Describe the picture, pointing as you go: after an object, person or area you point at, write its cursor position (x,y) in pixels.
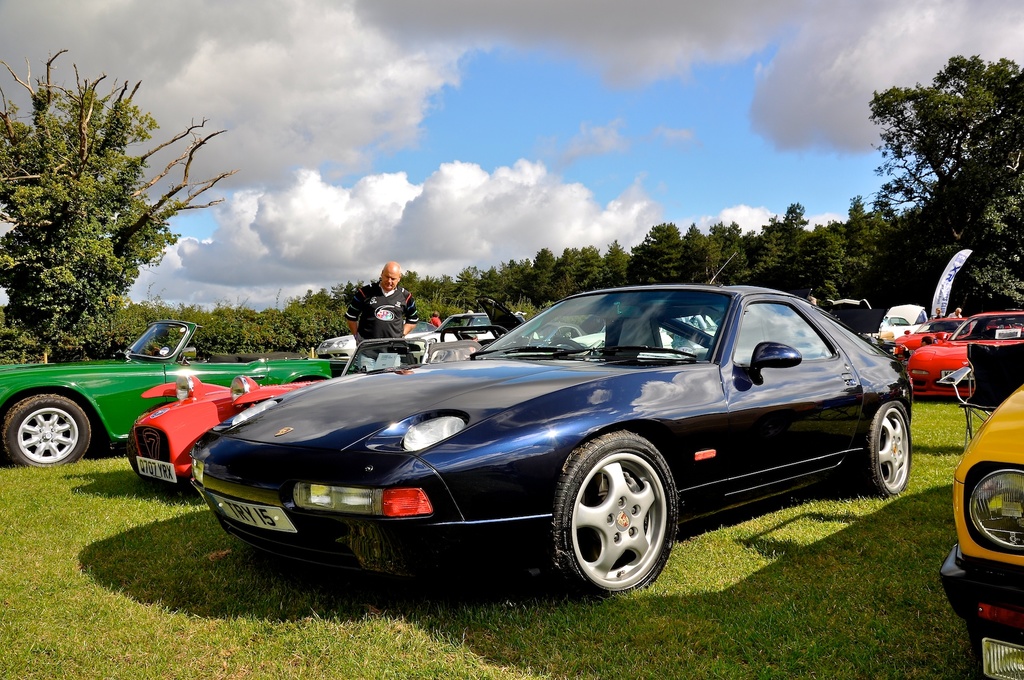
In this image we can see motor vehicles (528,401) on the grass (660,587) and a person (381,311) standing between them. In the background (399,113) we can see sky (658,152) with clouds (312,186) and trees (164,234).
